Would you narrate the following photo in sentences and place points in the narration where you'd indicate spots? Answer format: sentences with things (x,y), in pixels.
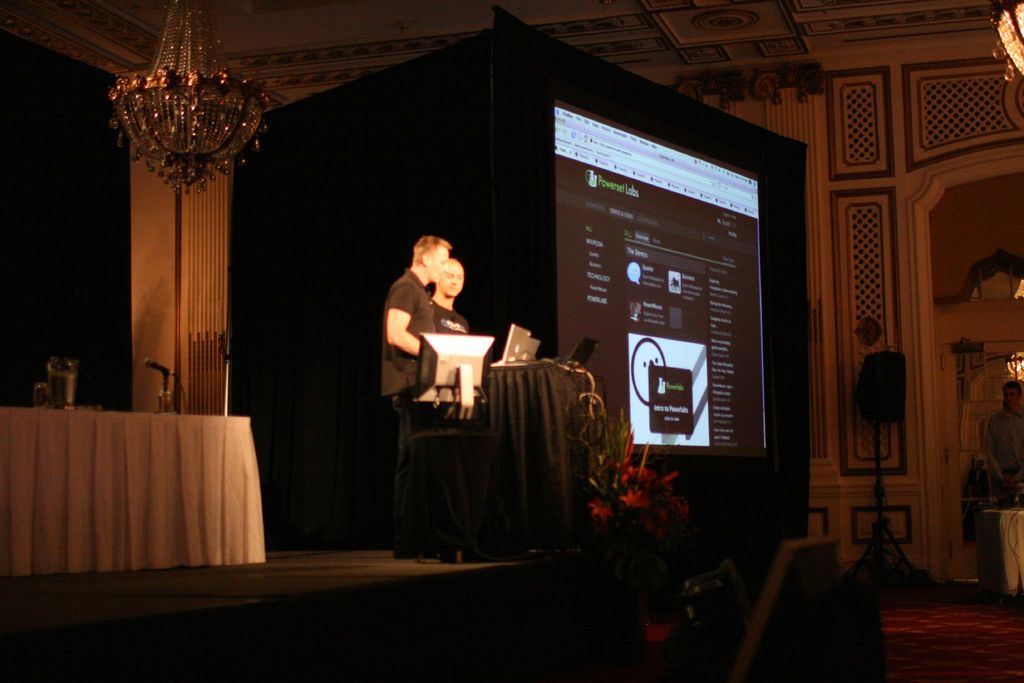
In the center of the image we can see one stage (368,553). On the stage (544,558), we can see two persons (415,306) are standing. In front of them, we can see stands (523,443), one monitor (452,381), laptops (573,357), etc. In the background (469,279) there is a wall (174,262), roof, table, cloth (183,480), microphone (167,395), plant (640,538), screen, lights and a few other objects (890,409).
